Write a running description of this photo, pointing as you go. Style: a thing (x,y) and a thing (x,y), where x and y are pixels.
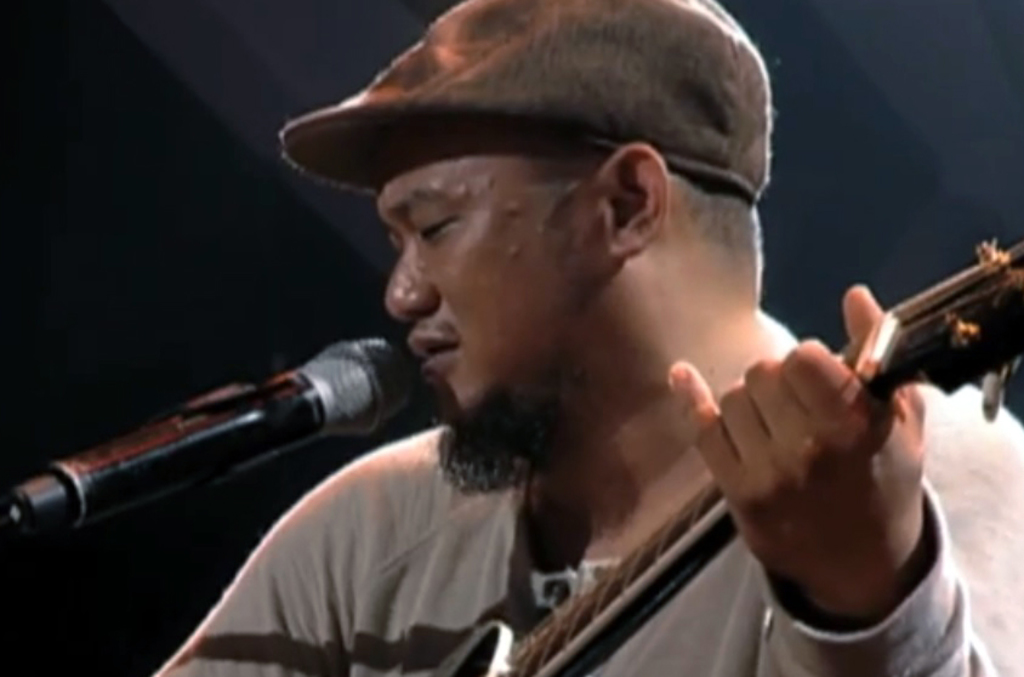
There is a man (963,455) playing guitar (594,619), in front of him we can see microphone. In the background (334,61) it is dark.
